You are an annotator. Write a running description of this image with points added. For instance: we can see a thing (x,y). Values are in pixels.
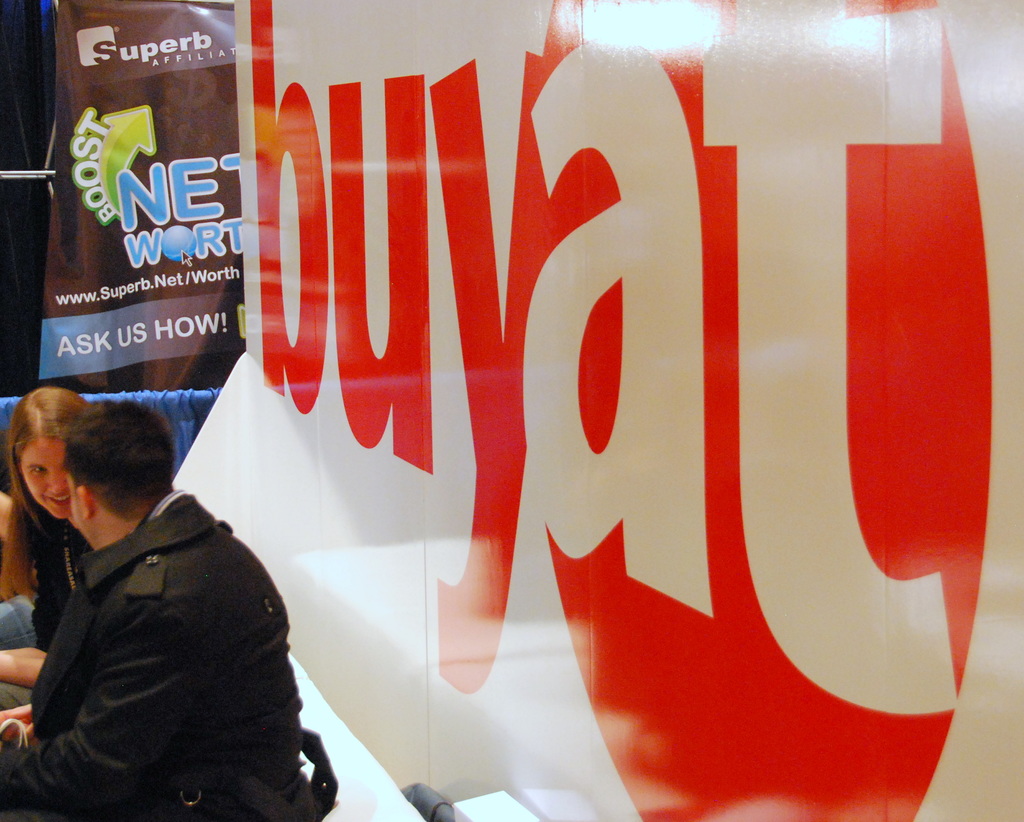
On the right side (795,470) there is a board (964,374) on which I can see some text (516,496). On the left side (197,610) a man (151,607) and a woman (61,565) are sitting and smiling by looking at each other. In the background (103,223) there is a banner (103,170).
